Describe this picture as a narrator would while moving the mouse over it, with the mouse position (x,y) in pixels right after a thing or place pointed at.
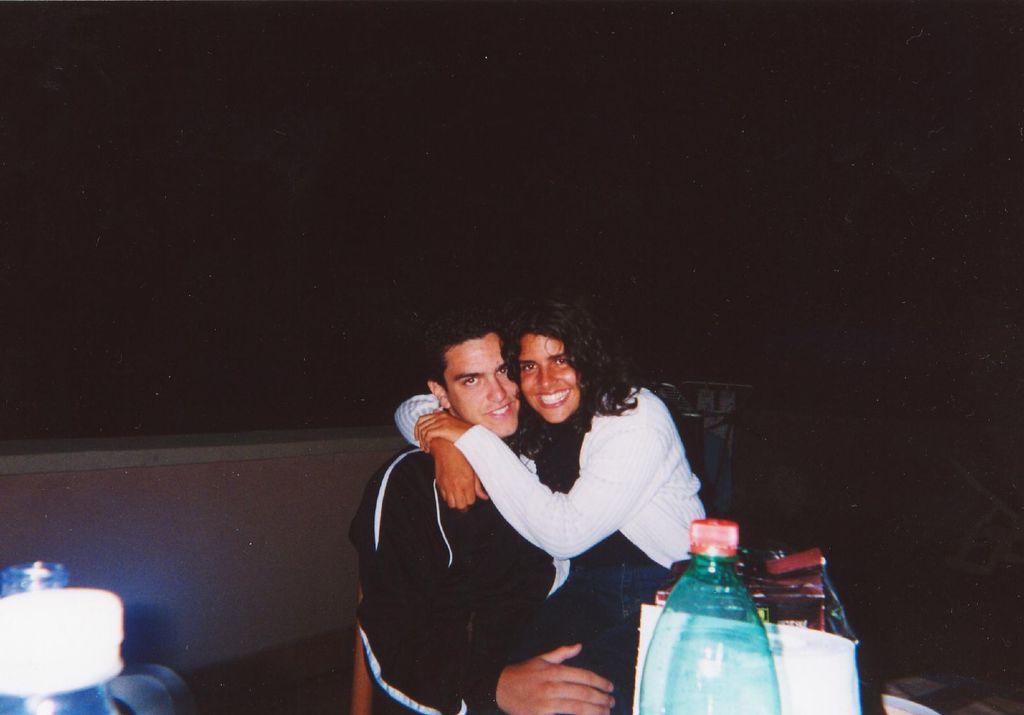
This picture is taken at night. There are two persons (530,389), one man (494,337) and one woman (556,447) in the center (556,460). The man (456,534) is wearing the black jacket (461,541) and woman (691,506) is wearing a white shrug (567,499). In the bottom right (765,649) there are bottles (744,703) and a cover (782,558). In the background (137,480) there is a wall (308,443).
